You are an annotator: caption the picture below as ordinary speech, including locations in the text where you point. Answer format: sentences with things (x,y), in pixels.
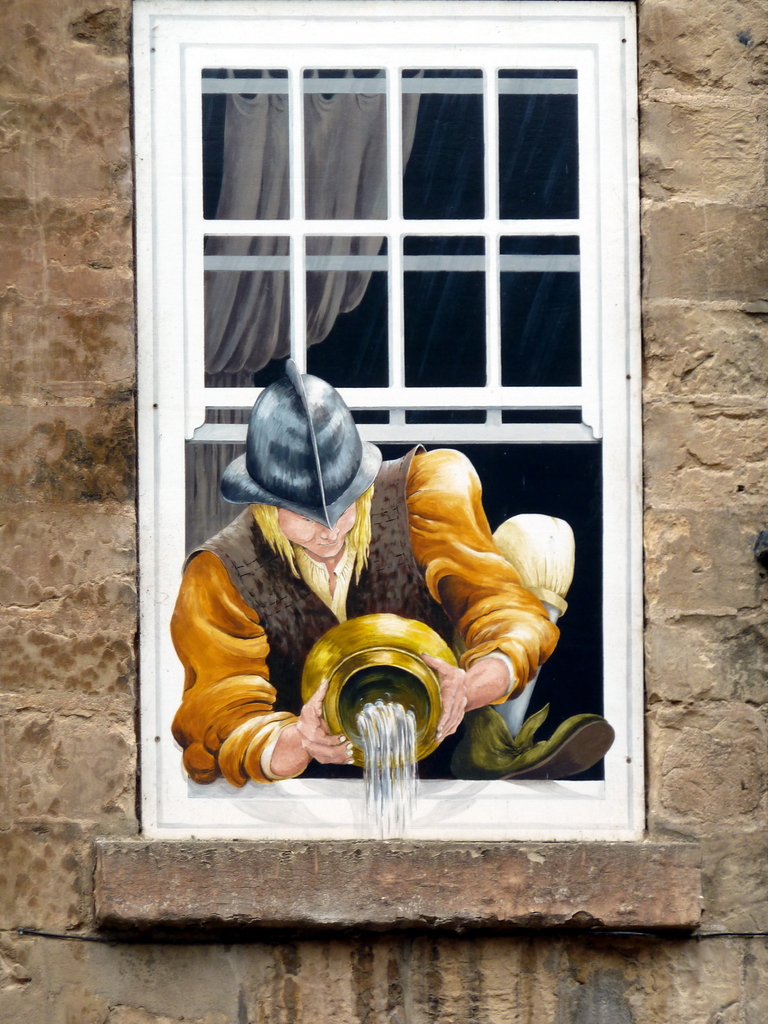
This image looks like an edited photo in which I can see a person (534,633) is holding a pot (423,727) in hand (489,690) and I can see a window (639,760), curtain (267,329) and a building wall (49,448). This image is taken, maybe during a day.
